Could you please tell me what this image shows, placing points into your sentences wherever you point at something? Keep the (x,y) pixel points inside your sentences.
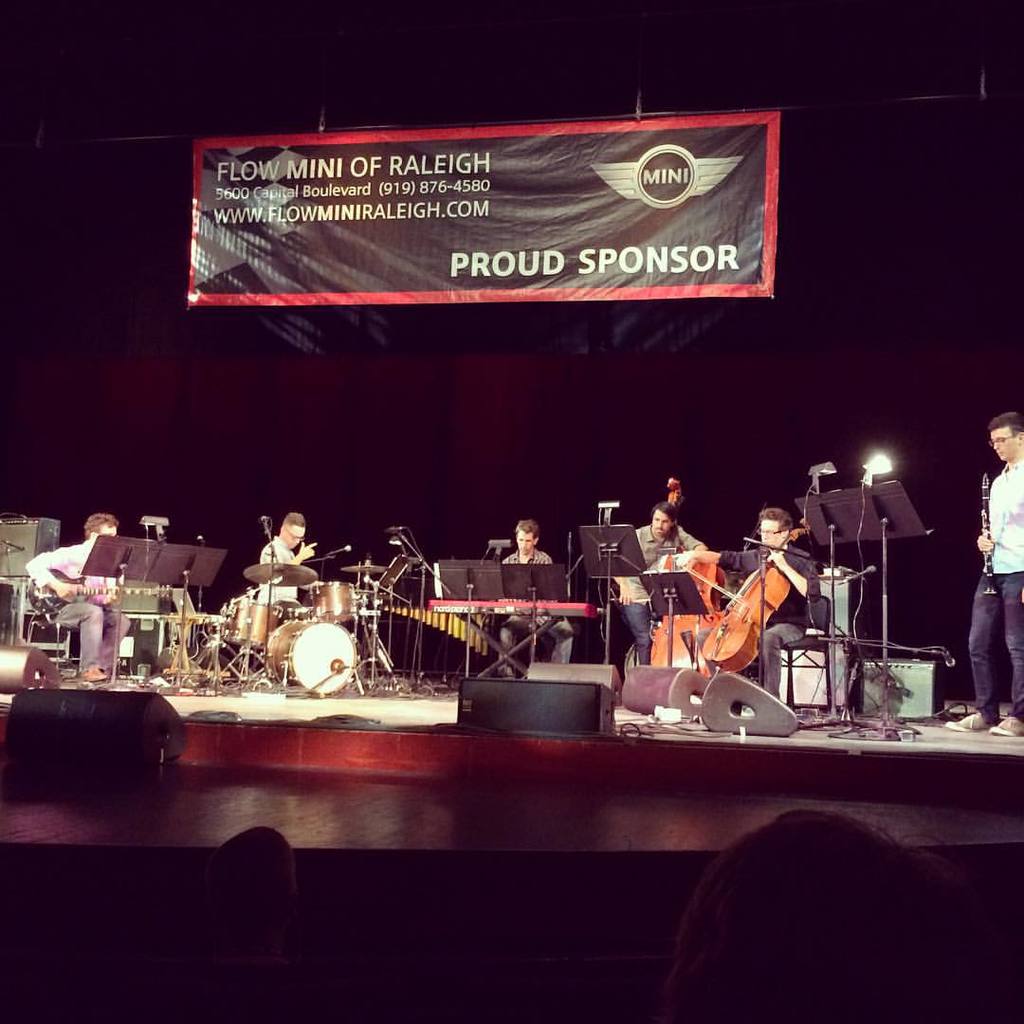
There are group of people (782,624) in image who are playing their musical instruments (331,615). In background (304,257) there is a hoarding (401,250) in which it is labelled as proud sponsor. At bottom (964,937) there are few people (921,980) are sitting as audience (752,1007).
